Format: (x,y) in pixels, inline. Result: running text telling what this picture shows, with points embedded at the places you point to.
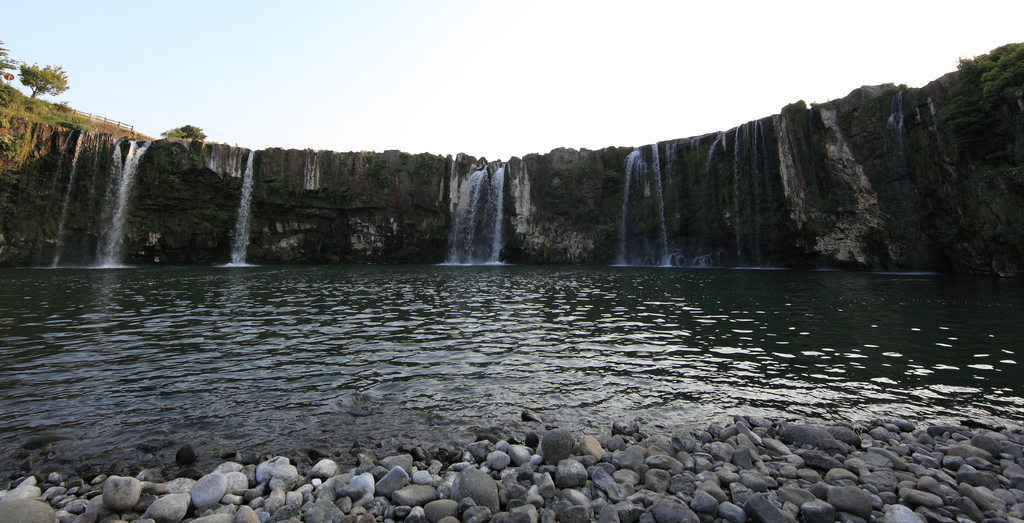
In the picture I can see stones (546,453), water (471,402), waterfall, fence (85,114), trees (34,95) and the plain sky (564,79) in the background (364,75).
